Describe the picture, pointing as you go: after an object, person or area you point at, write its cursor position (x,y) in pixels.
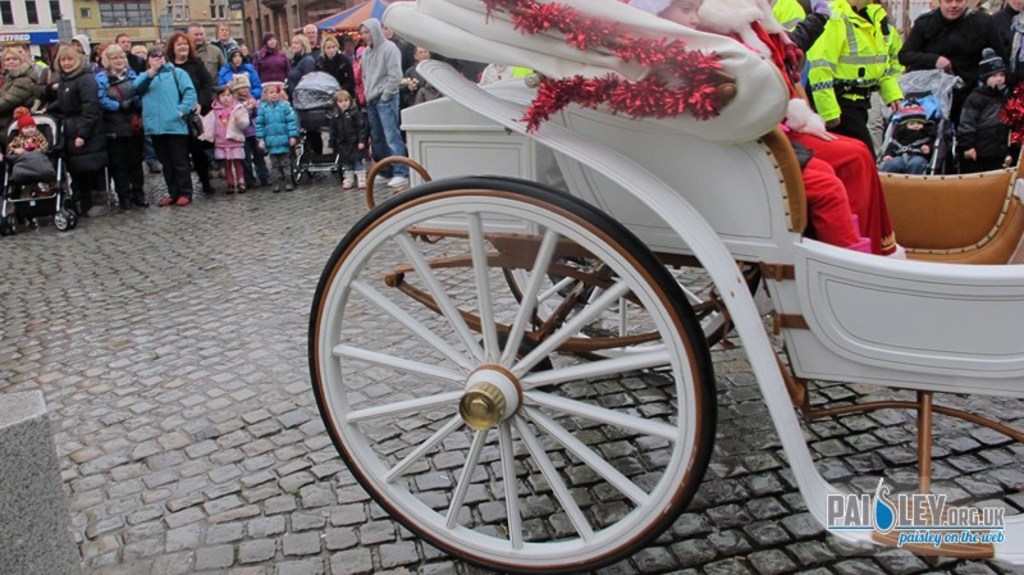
In this image I can see the cart (340,290) which is in white color. in the cart (721,162) I can see few people (819,193) sitting. To the left (168,125) there are the group of people (146,106) standing with different color dresses (162,117). To the right (865,78) I can see few more people (806,50) and I can see some strollers (49,212) in-front of these people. In the back (150,25) I can see the building (186,18).
